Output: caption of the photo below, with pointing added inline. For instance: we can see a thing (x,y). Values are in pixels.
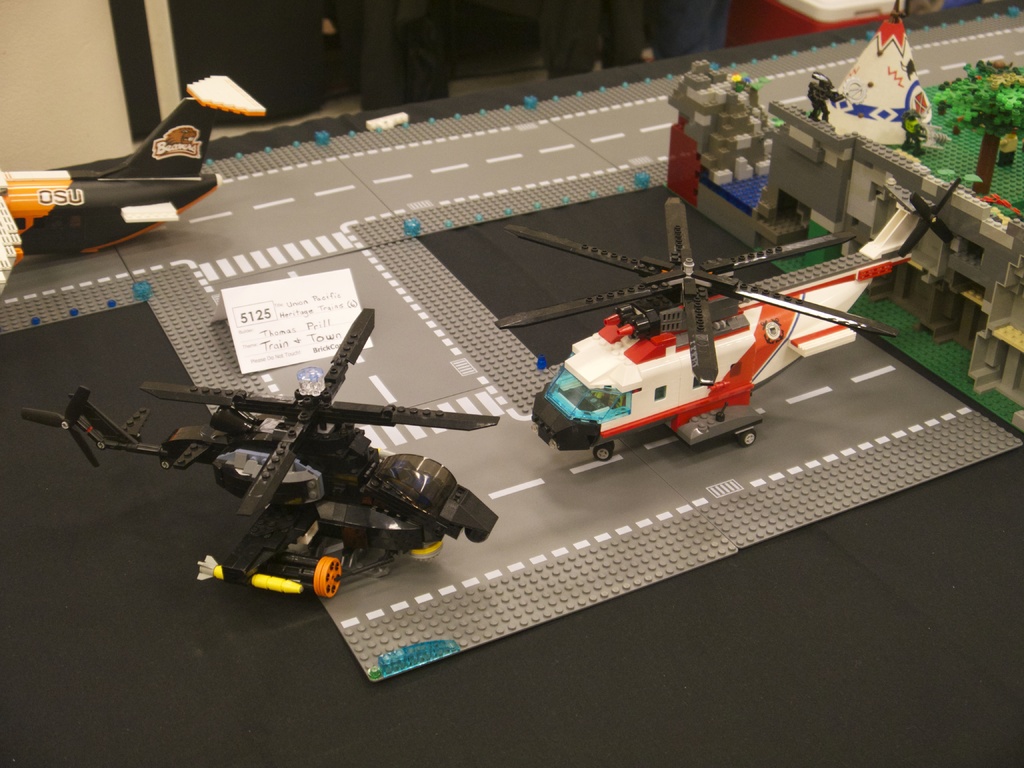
In this image we can see toys (3,205) on the black color surface (612,644).
